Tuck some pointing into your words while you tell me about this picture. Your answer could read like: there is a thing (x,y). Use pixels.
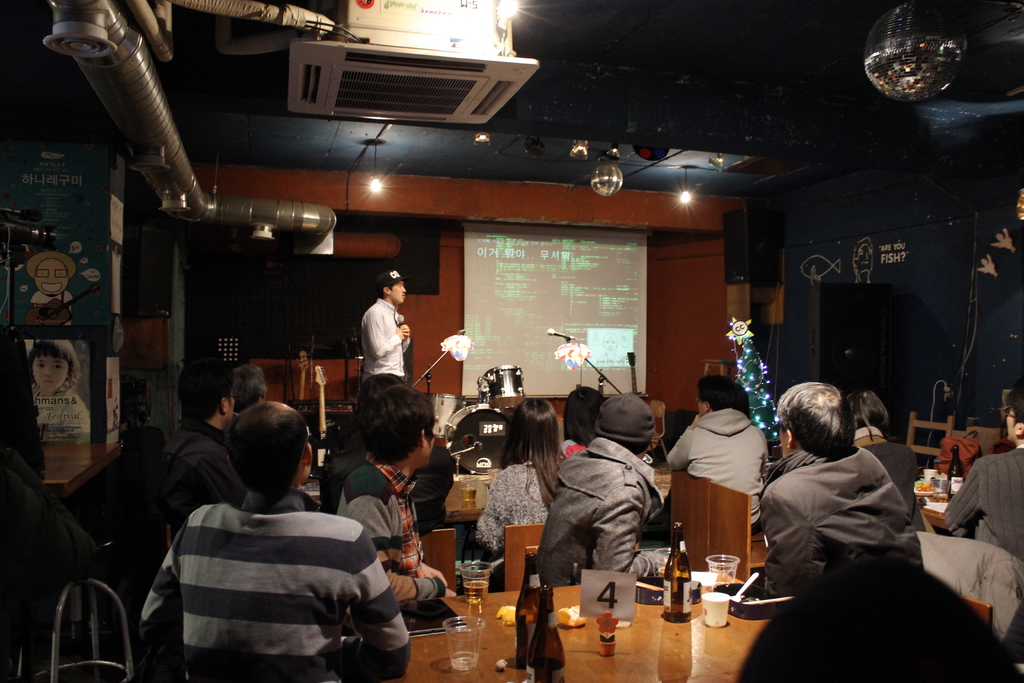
In this picture I can see group of people (401,641) sitting on the chairs (507,555), there are glasses (463,481), bottles (552,656), a paper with a number (616,591) on it and some other items (748,590) on the tables (688,638), there are drums (464,430), a person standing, mike's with the mikes stands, a tree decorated with lights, there is an air conditioner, disco balls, boards (58,370) or frames (64,232) to the wall (319,341) and some musical instruments (304,359).
